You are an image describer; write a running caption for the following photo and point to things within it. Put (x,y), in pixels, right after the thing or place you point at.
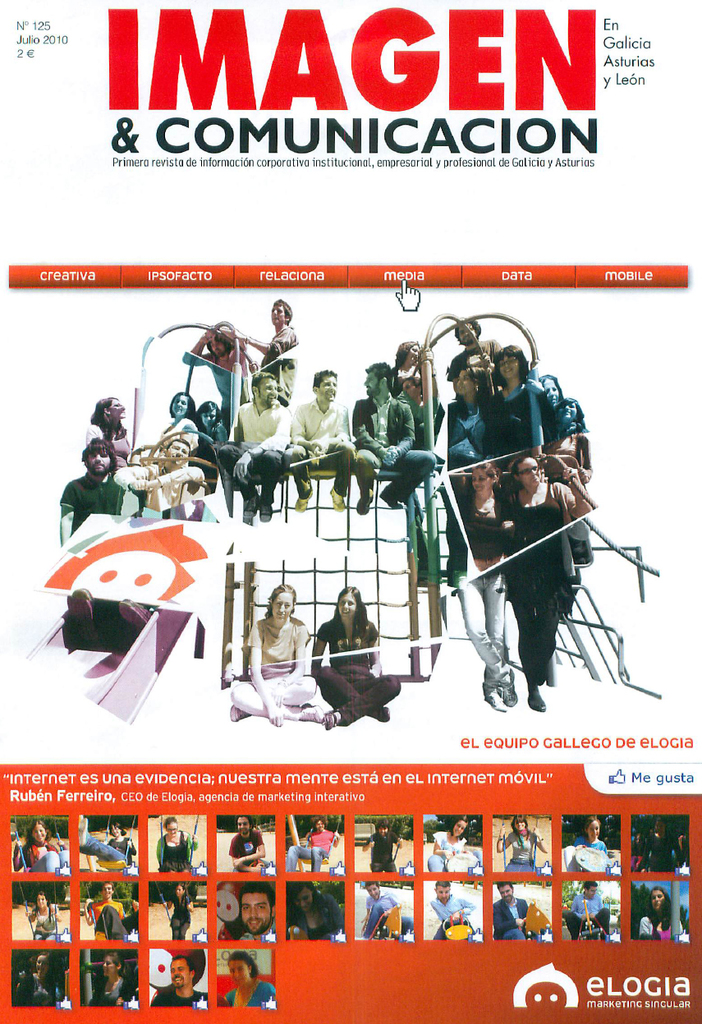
In this picture there is a poster (523,475). In the center (331,655) I can see many people (265,414) were sitting on this steel rods (409,568). At the bottom (192,896) I can see the collage photos (290,844), in that I can see the person's images (153,969).
